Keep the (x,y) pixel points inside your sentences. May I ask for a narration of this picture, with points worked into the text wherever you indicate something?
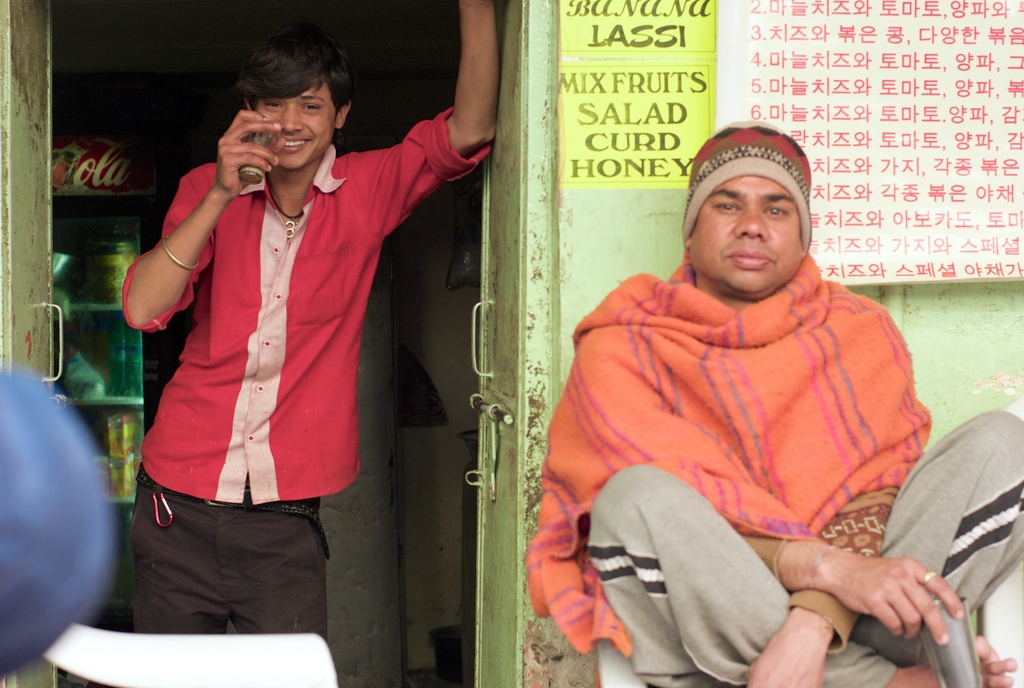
In the image we can see there is a person (685,544) sitting on the bench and holding glass (958,652) in his hand (940,623) and beside him there is another person (269,281) standing, he is holding glass (248,172) and he is wearing red colour t-shirt (285,363). There are papers (761,89) pasted on the wall (573,275).
